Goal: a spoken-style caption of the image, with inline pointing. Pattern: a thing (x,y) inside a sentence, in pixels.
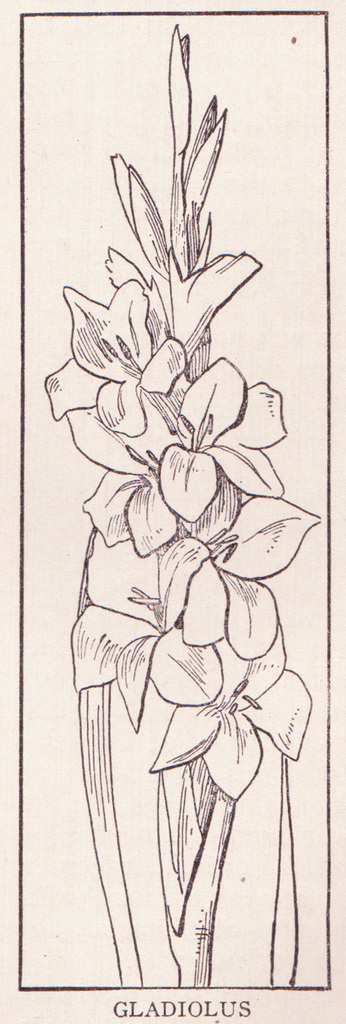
In this image there is an art (131,480) of the flowers (178,407). In this image we can see there are so many flowers (193,647) and stems (177,848) under it.
